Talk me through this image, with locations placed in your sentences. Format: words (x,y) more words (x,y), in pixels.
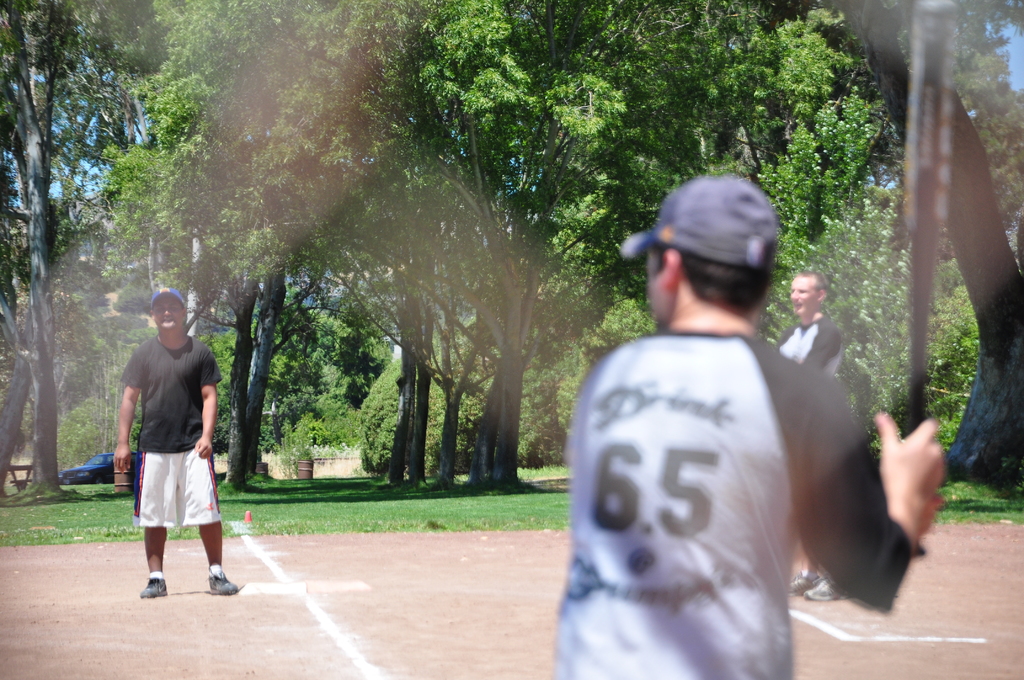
This picture is clicked outside. On the right (701,352) there is a person (752,407) wearing t-shirt (782,476), cap (765,263), holding a baseball bat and seems to be standing. In the center (551,382) we can see the two persons (198,374) standing on the ground (354,602) and we can see the green grass (515,502), plants (367,390), trees (732,135) and a vehicle (102,482) and some other objects (122,488).
